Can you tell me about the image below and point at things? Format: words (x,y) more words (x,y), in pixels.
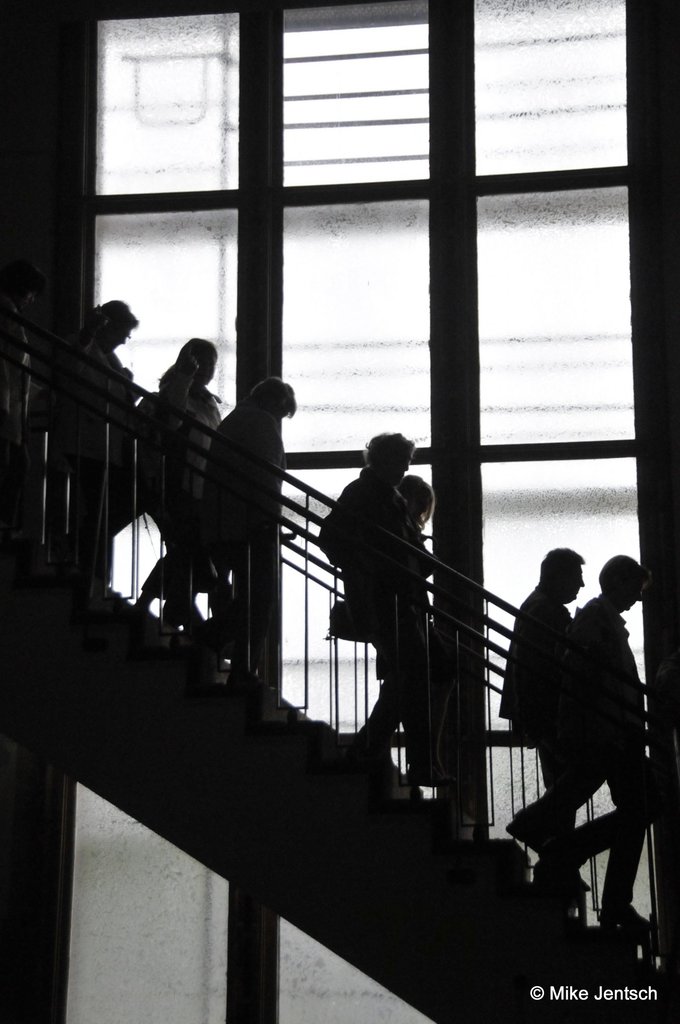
In this image we can see few people (246,462) on the stairs (242,775), there is a railing (474,629) and the wall (52,933) in the background (644,541).
